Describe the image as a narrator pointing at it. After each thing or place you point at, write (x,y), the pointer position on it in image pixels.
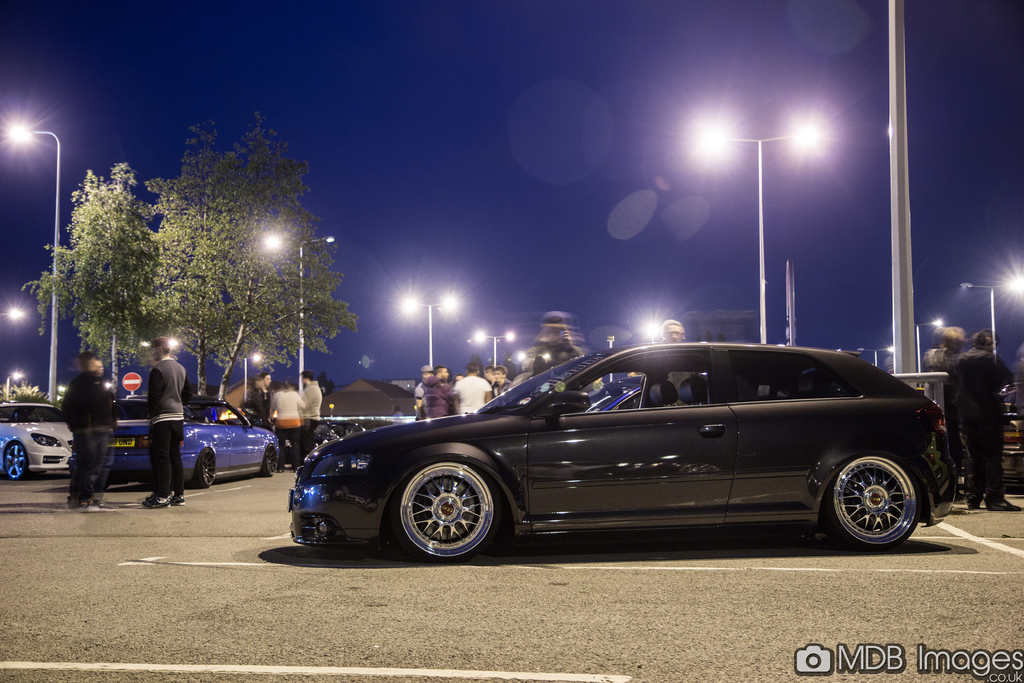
In this picture we can see vehicles (477,548), people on the ground (477,578), here we can see electric poles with lights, houses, trees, some objects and we can see sky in the background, in the bottom right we can see some text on it.
